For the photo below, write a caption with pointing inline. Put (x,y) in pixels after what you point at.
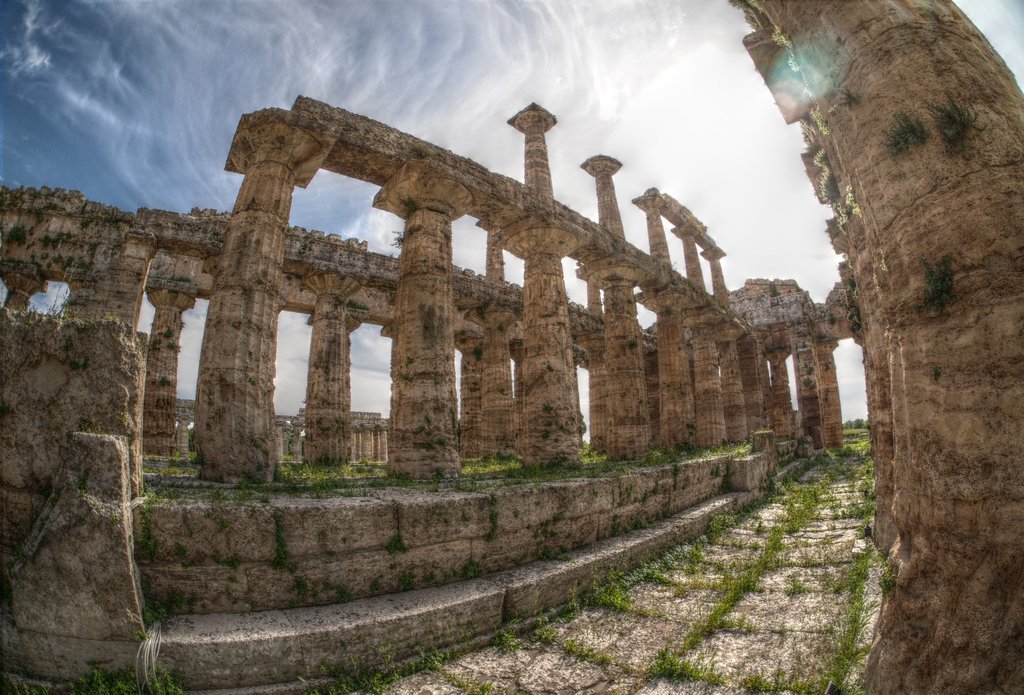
Here in this picture we can see an ancient place (230,329), as we can see the pillars (868,309) and walls (104,624) present over there and we can also see that some part of ground (372,467) is covered with grass (853,463) over there and we can see clouds (215,151) in the sky (511,111) over there.
